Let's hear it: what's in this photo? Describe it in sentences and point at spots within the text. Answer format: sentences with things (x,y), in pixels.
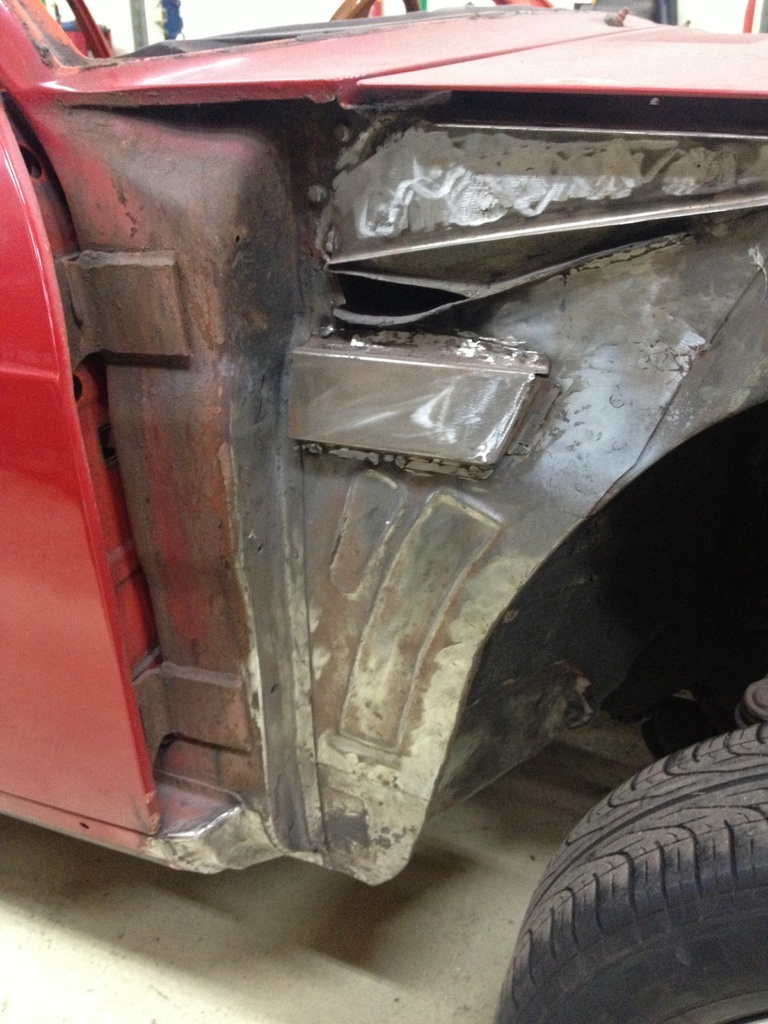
In this picture I can observe red color vehicle (214,301). On the bottom right side (644,881) there is a tyre (604,876).
